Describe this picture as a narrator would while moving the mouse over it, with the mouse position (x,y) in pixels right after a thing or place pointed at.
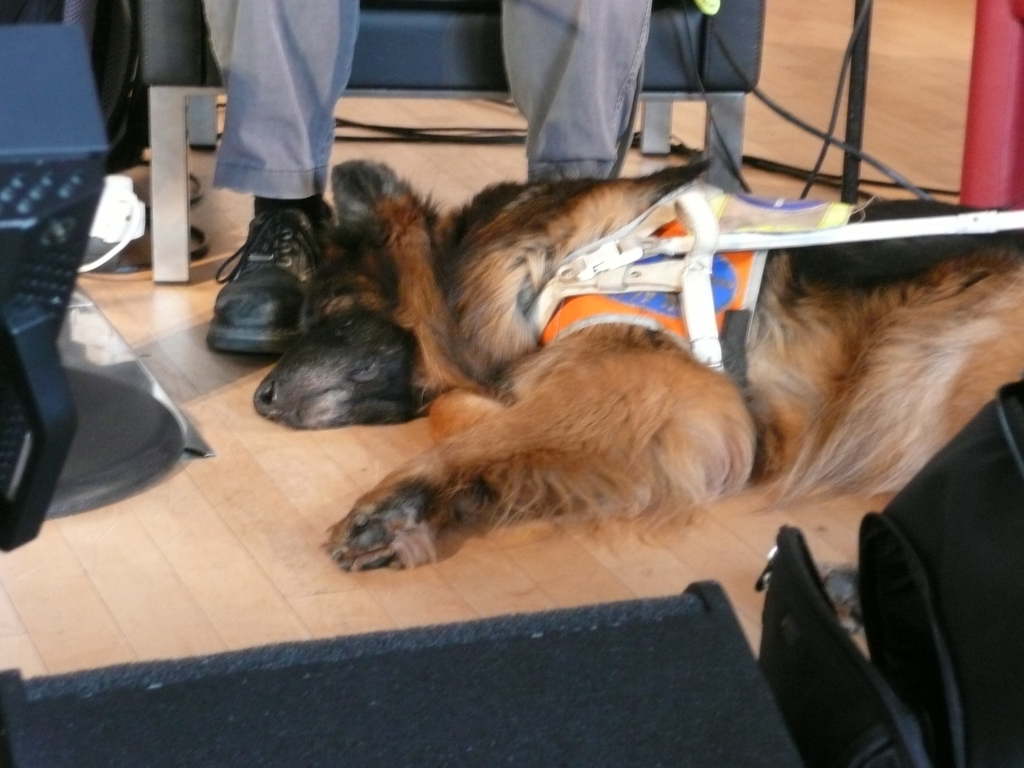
In this picture there is a dog (634,456) lying on the ground (534,555). It is in black and brown in color. At the bottom (602,701) there are black objects (656,695). On the top (276,143) there is a person (519,79) sitting on the chair (450,80).
